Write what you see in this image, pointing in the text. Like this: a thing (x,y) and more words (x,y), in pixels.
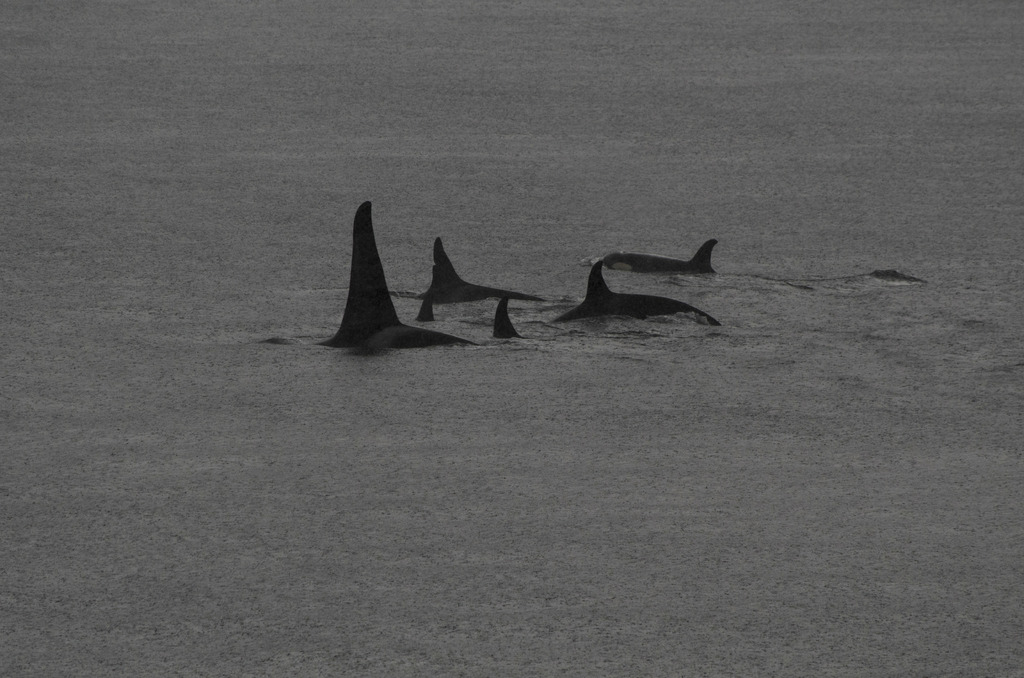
In this picture, we can see some orcas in the water (768,423).
